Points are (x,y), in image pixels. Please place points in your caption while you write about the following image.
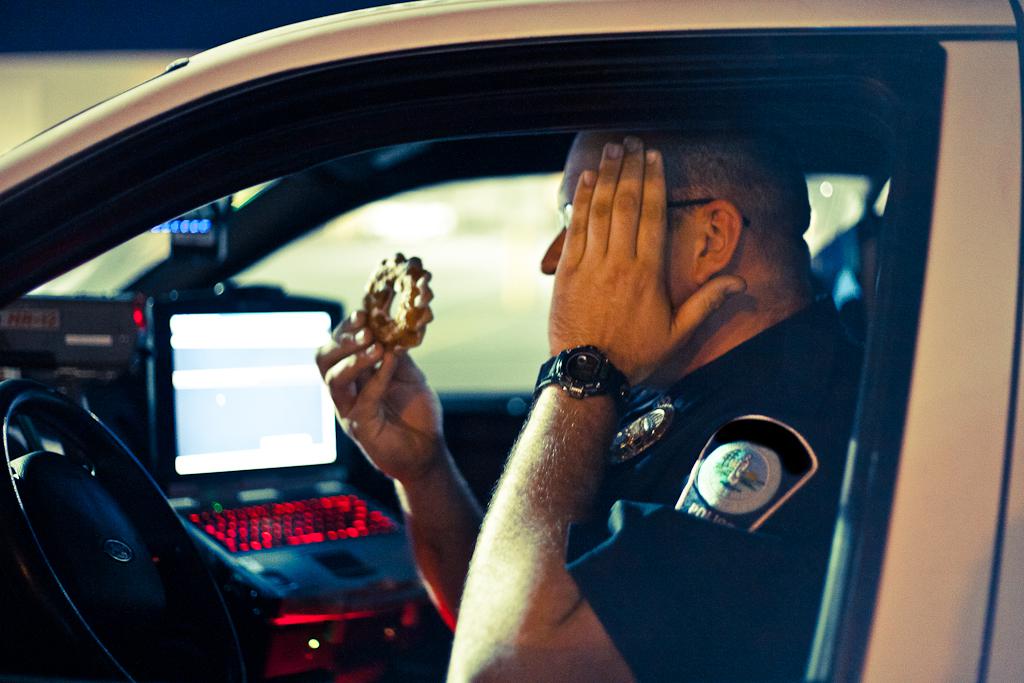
In this image there is an officer (607,520) sitting in the car (417,577) by holding the food (400,346) with one hand (380,361) and keeping the other hand (577,238) on his face (575,279). In front of him there is a steering (145,566). Beside him there is a laptop (240,434). There is a light (296,516) in the keyboard (276,526). There is a watch (577,397) to his left hand (567,406). This image is taken outside the vehicle (195,214).
